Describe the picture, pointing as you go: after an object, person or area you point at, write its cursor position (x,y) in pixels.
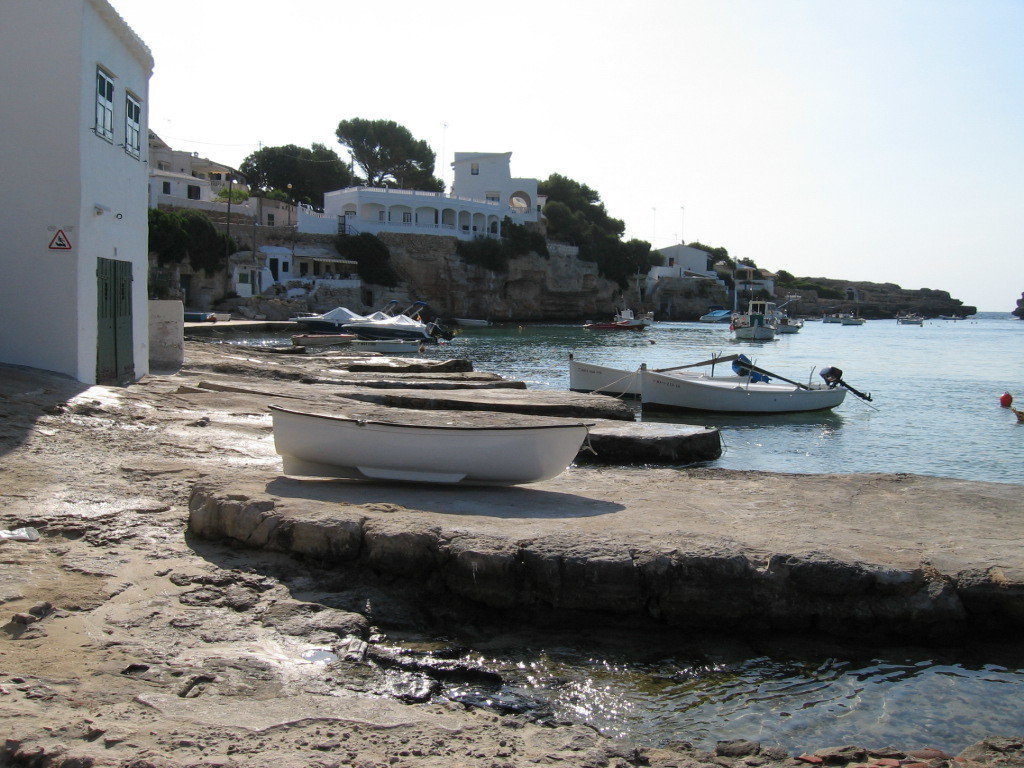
In this picture we can see many boats (802,405) on the water (915,380). In the center (518,457) there is another boat (427,457) which is kept on this floor (452,528). In the background (483,180) we can see buildings (188,175), house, trees (282,149) and mountain (441,271). At the top (662,77) there is a sky (763,77). At the bottom (738,657) there is a water (643,721). On the left (105,133) we can see the windows (100,117), doors (122,261), lights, camera (100,210) & board (58,248).
